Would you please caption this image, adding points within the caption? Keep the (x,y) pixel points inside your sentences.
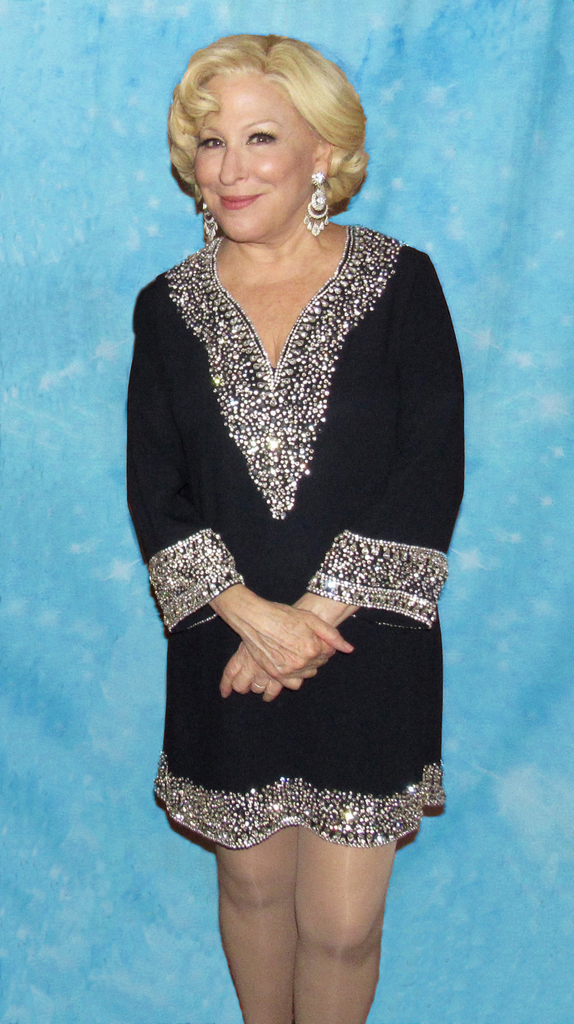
In this image there is a woman (259,561) in the middle (259,561) who is wearing the black color dress (312,424) on which there is some design (306,393). In the background (486,149) there is blue color.
